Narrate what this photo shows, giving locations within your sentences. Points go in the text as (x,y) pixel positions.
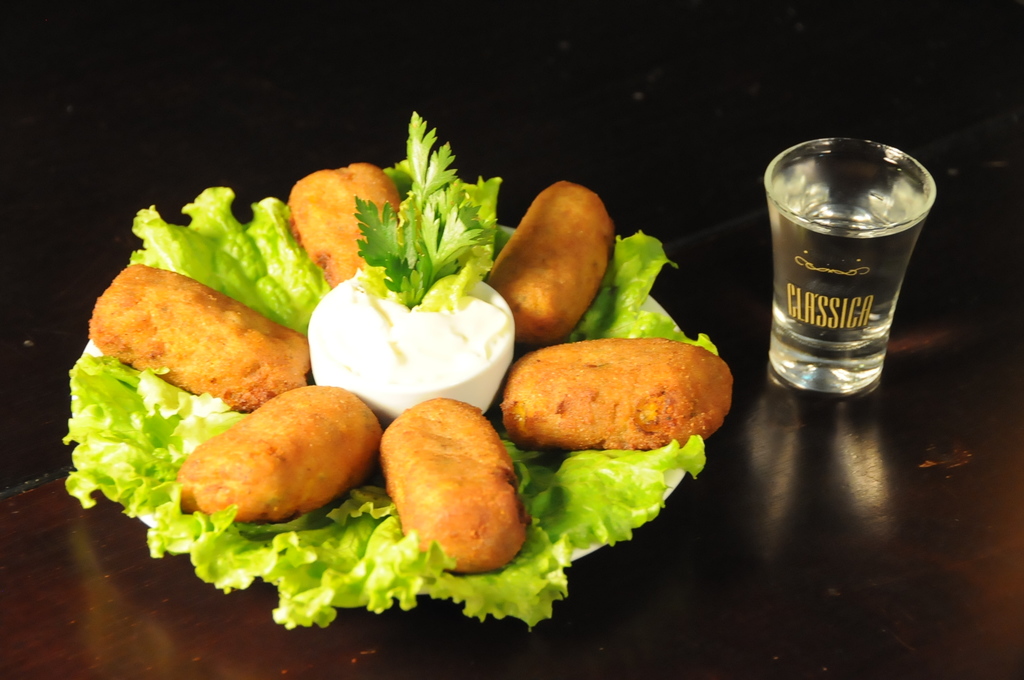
As we can see in the image there is a table (748,302). On table (827,618) there is plate (328,406) and glass (786,341). On plate (304,390) there are dishes (335,449).
